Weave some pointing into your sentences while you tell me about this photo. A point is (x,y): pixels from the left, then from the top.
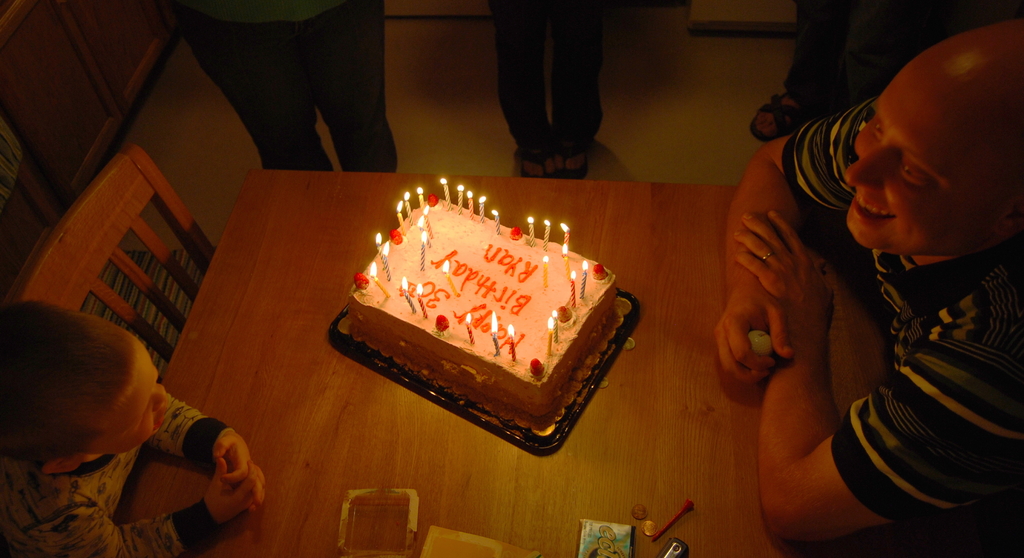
In this image we can see there are a few people (101,442) sitting on the chair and a few people (517,68) standing on the floor (430,117). And there is a table (531,198), on the table (604,478) there is a cake (520,304) with tray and candles (584,290). And there are few objects (624,534) on it. At the side, it looks like a cupboard (61,88).
